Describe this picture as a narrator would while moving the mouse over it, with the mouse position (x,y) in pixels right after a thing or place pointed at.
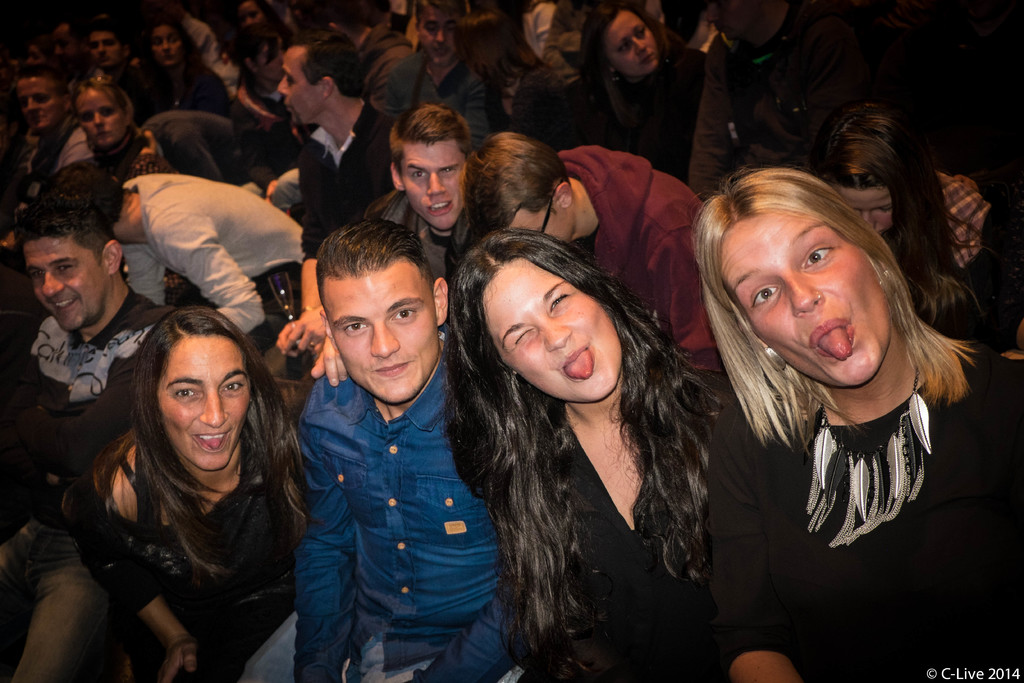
In this picture we can see group of people (489,41) sitting and in front (758,187) we can see three woman's (519,367), they are giving some expression and in middle of them there is a man (304,610) wore blue color shirt (376,505).
